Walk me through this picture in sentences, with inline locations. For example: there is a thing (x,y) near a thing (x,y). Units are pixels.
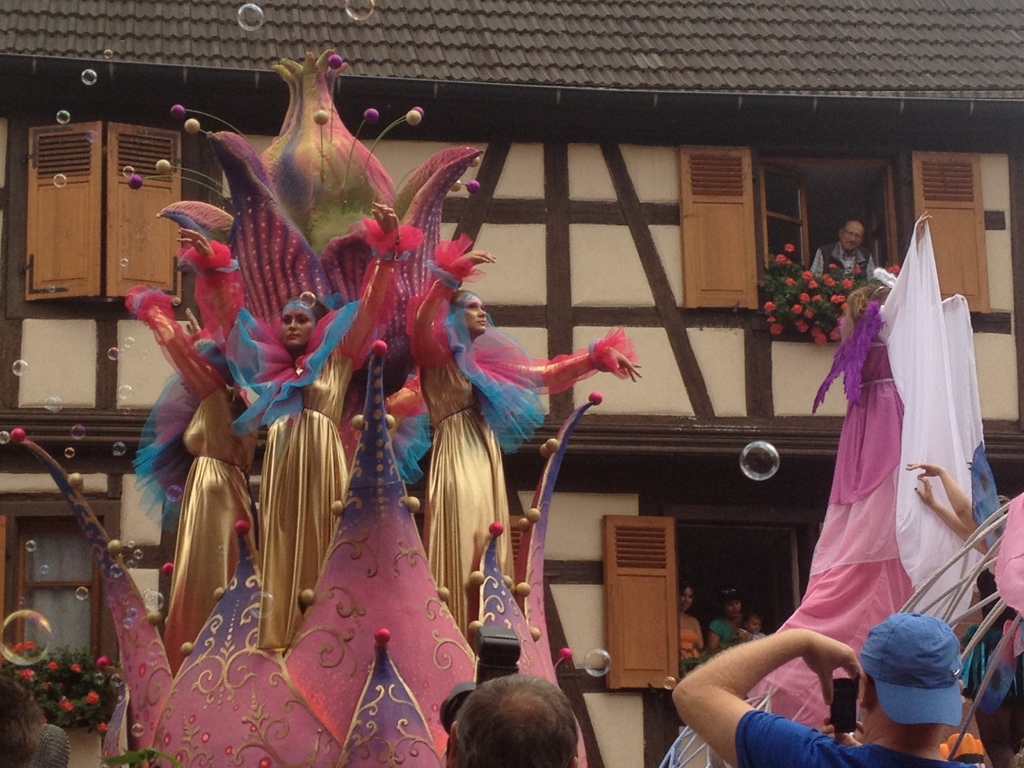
In this image we can see a building (114,247), flowers (807,295), man (848,261) looking from the window (781,250), water bubbles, woman (178,505) standing in a decor (358,471) and walls (106,632).
